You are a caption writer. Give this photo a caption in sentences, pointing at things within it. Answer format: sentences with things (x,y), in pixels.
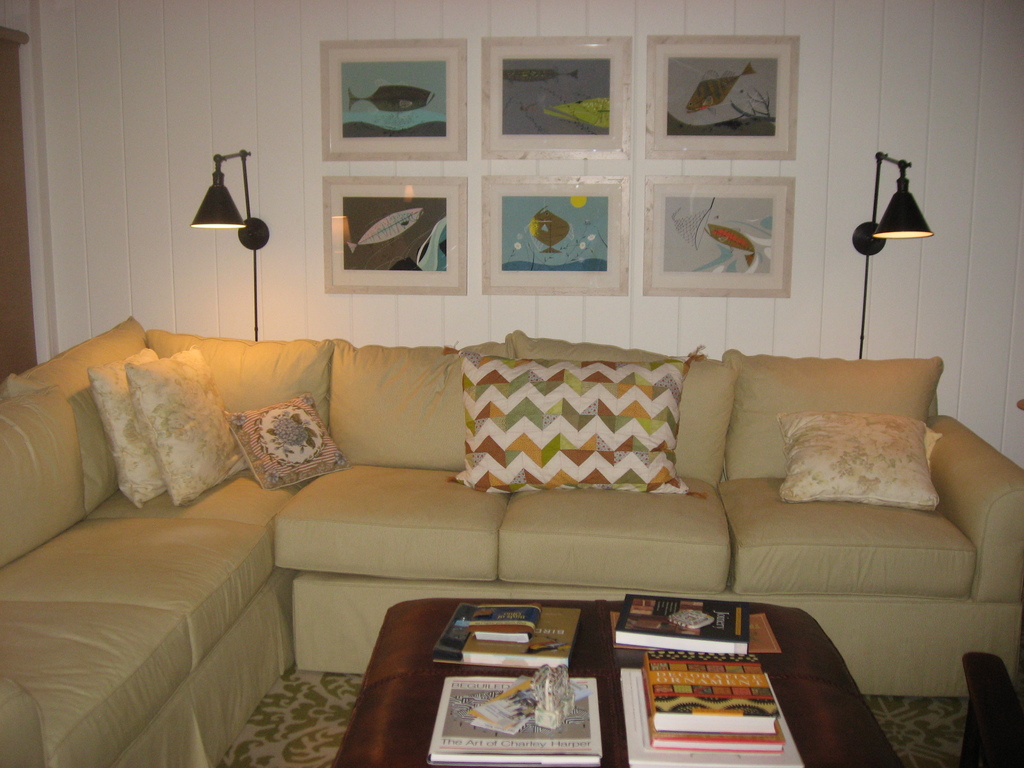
In the picture we can see inside the house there is a sofa set (698,460) with pillows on it, near to it there is a table (592,660), on the table (596,672) we can find some books (674,672), in the background (876,242) there are two lamps (876,242) placed on the stand (864,237) and there is a wall (480,121) with photo frames (502,223) and paintings (504,207) on it.
